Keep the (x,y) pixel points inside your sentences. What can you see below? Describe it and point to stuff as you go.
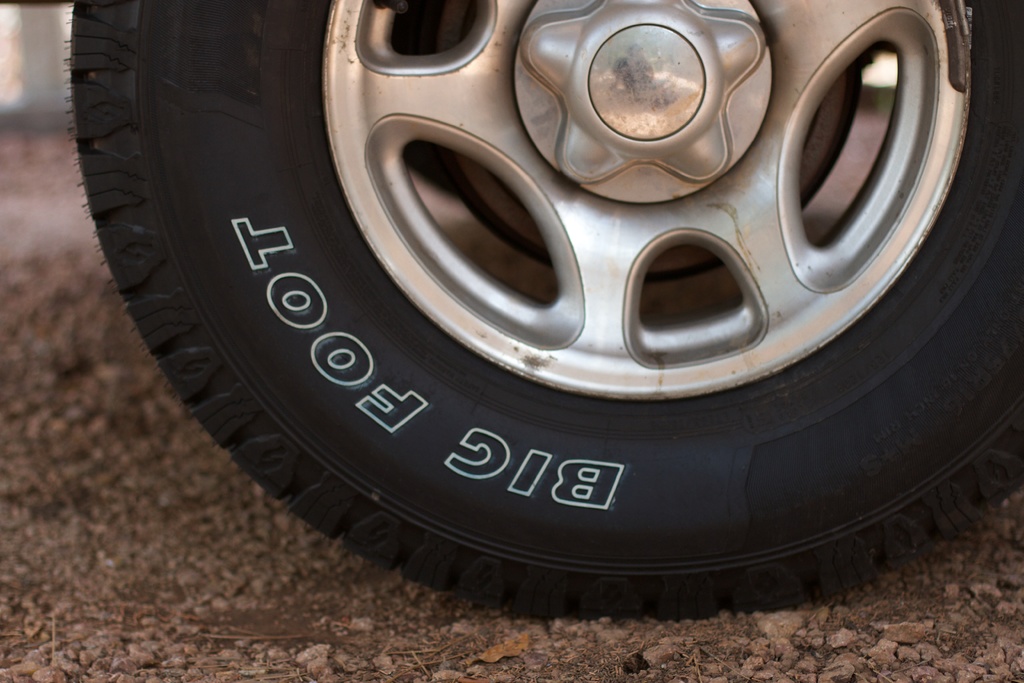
In this picture, we can see a tire (645,426) and some text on it, and we can see the ground (123,474).
